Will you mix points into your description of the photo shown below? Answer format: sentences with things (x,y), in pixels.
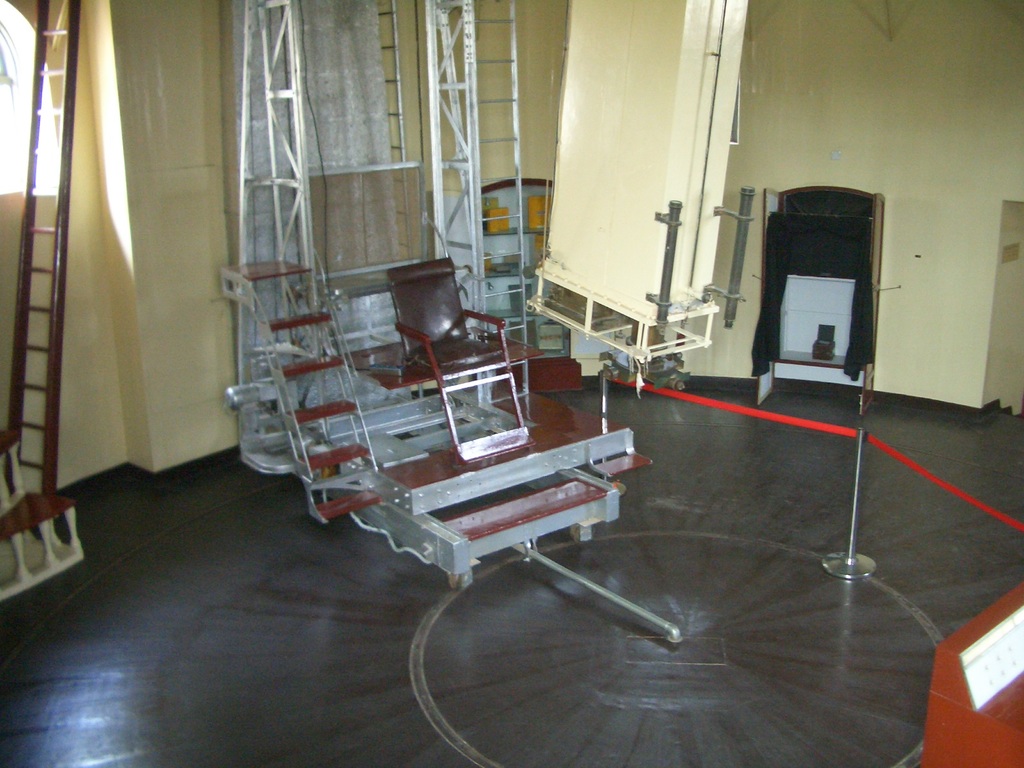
In this image I can see a brown colour equipment (432,367), few Ladders (22,322), few poles (863,444) and red colour things (848,436) which are attached with these poles (862,430).
